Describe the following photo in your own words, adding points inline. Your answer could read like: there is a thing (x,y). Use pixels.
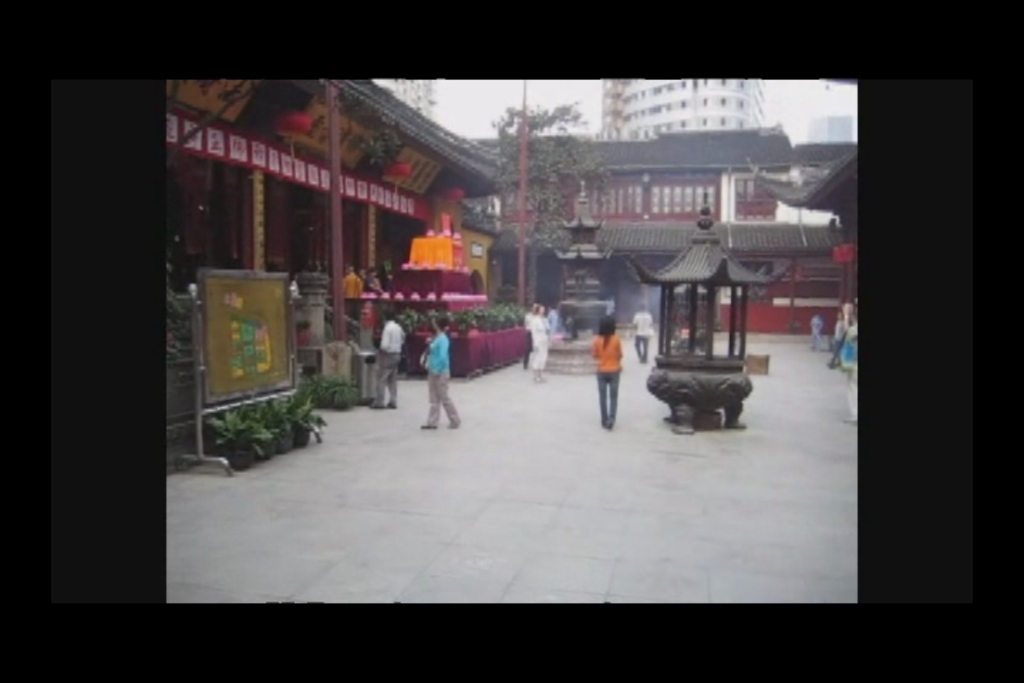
In this image we can see few persons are standing and walking on the floor (643,411), plants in the pots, poles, roof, tree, board (223,353) on a stand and objects (401,295). In the background (430,221) we can see buildings (688,113) and sky (463,91).
